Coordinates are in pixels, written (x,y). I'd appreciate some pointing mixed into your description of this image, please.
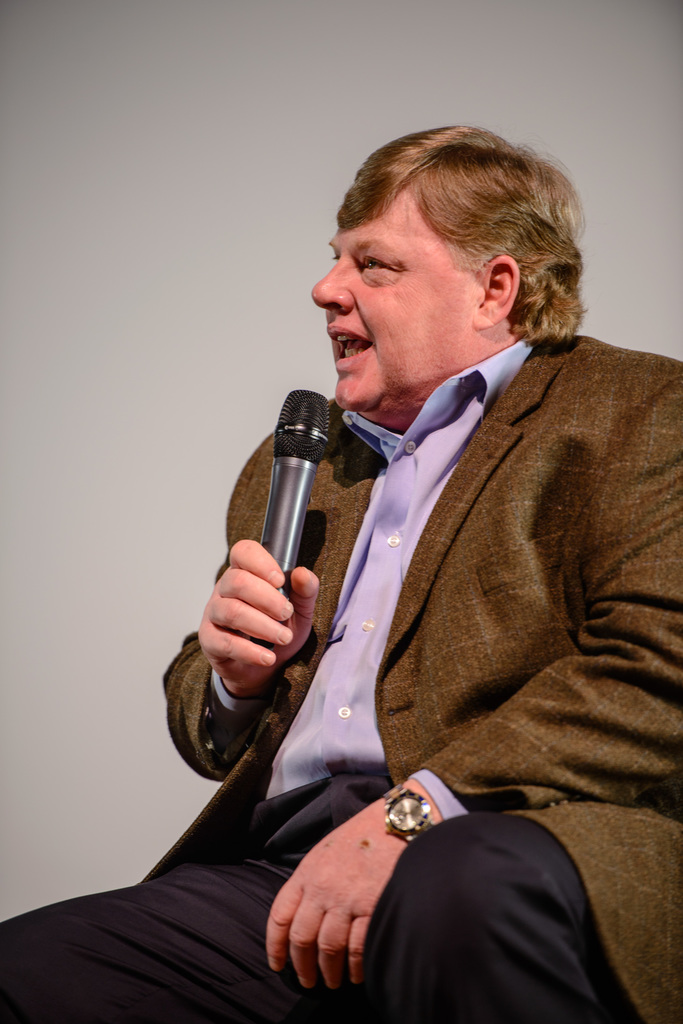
In this picture a man (401,763) is seated and he is talking with the help of microphone (296,490).
